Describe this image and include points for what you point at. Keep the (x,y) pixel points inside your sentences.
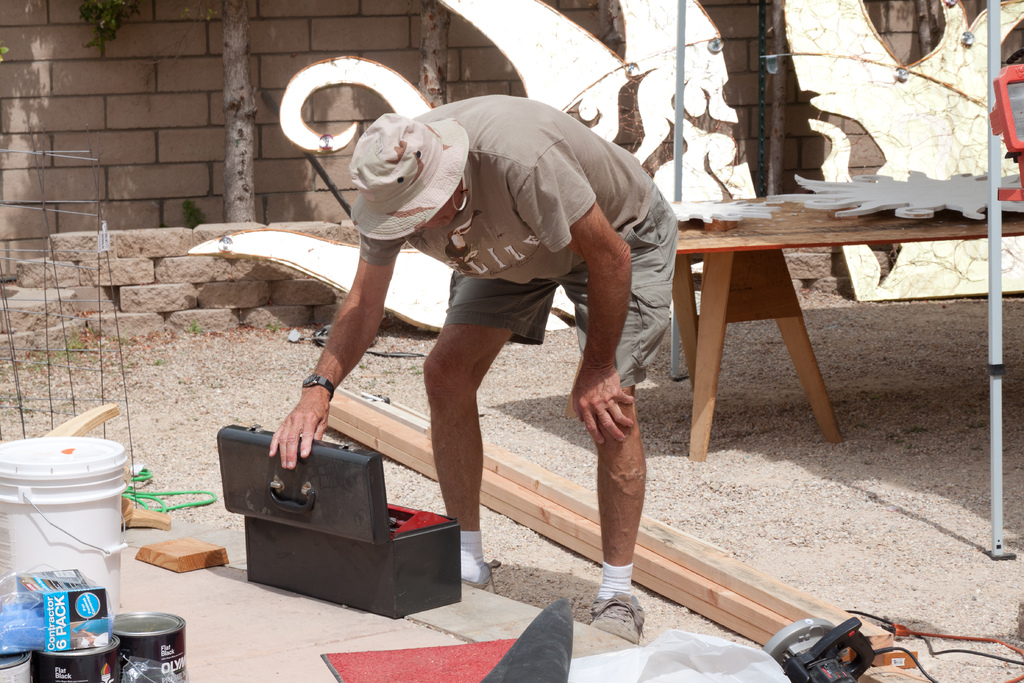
In this image I can see the person (469,255) with the dress (472,253) and hat (367,214). In-front of the person (391,252) I can see the black color box (293,530), bucket (64,498), cans (92,672), wooden objects (159,526) and few more objects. To the right (773,214) I can see few objects (864,208) on the table (739,229). In the background (335,129) I can see the trees (248,130) and the wall (204,105).
